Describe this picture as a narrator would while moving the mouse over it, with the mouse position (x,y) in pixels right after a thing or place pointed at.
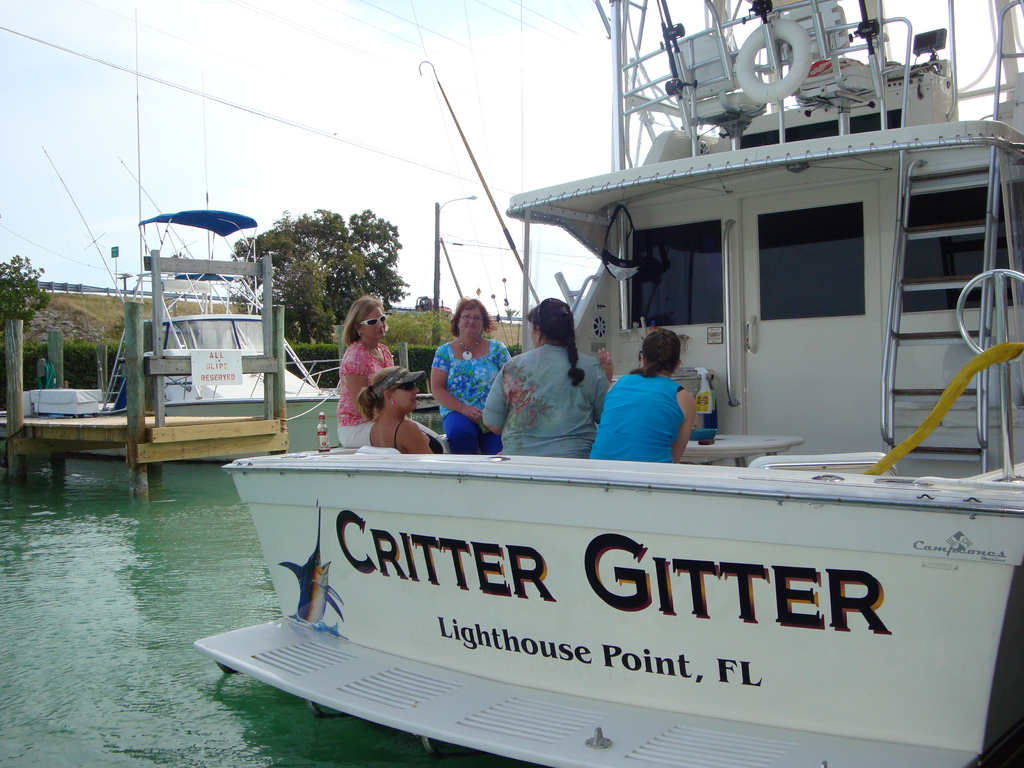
On the right side of the image (814,339) there is a white ship (379,465) with few ladies (545,382). And also there are poles (985,388), wires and a few other items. And the ship (489,618) is on the water (45,565). On the left side of the image (105,434) there is a wooden wall (171,422) with poles (279,418) and wires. And also there are trees (324,313) in the background (9,316). At the top of the image (289,150) there is a sky (260,122).
